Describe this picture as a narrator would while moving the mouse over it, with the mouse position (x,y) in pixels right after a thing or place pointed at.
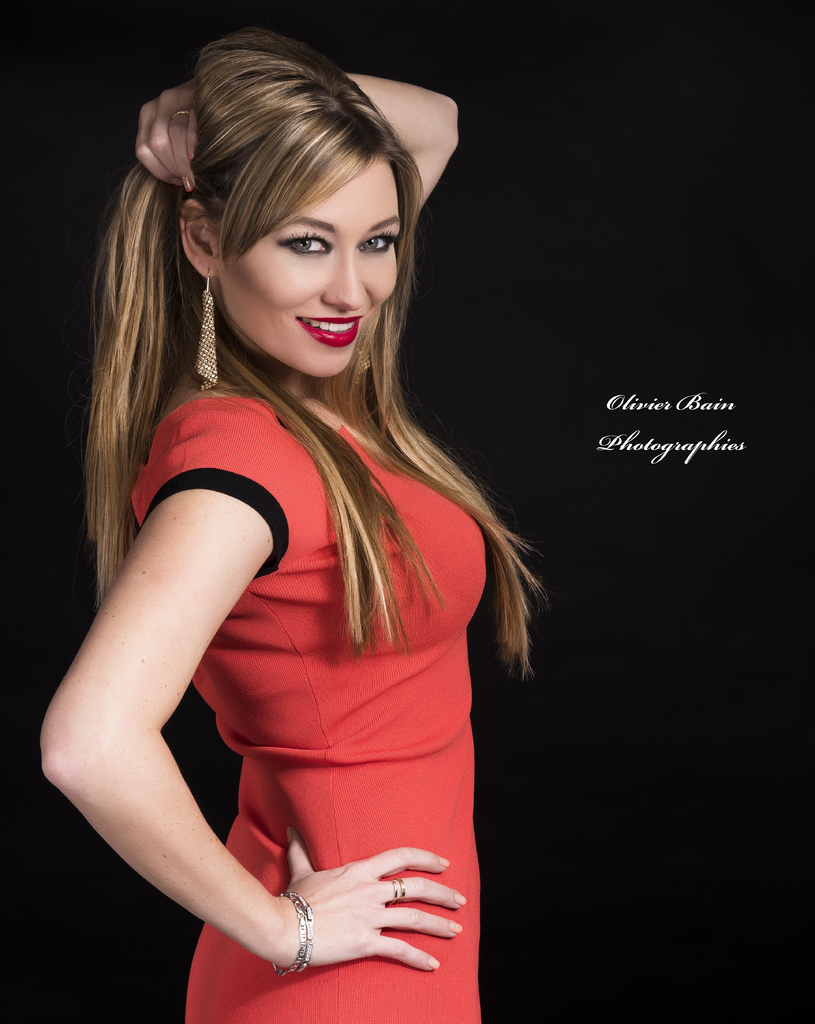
In the center of the image (340,577), we can see a lady (228,493) smiling and there is some text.
